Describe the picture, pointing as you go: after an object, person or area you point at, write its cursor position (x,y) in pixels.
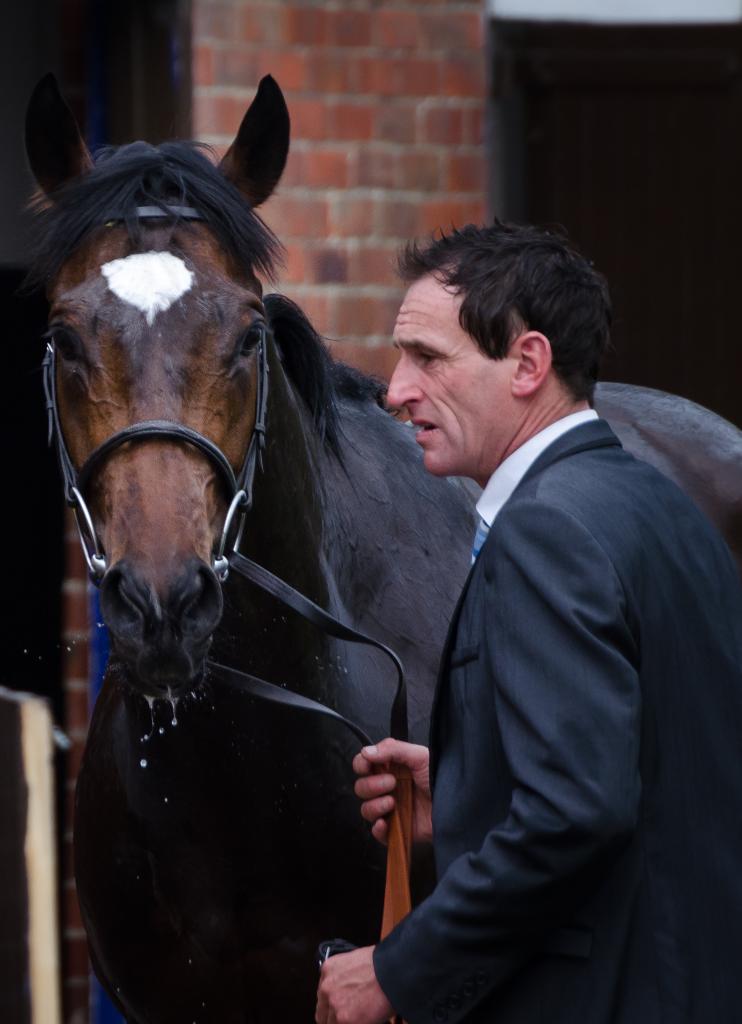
This picture shows a man (506,325) holding a horse (311,569) with a string (406,708).
